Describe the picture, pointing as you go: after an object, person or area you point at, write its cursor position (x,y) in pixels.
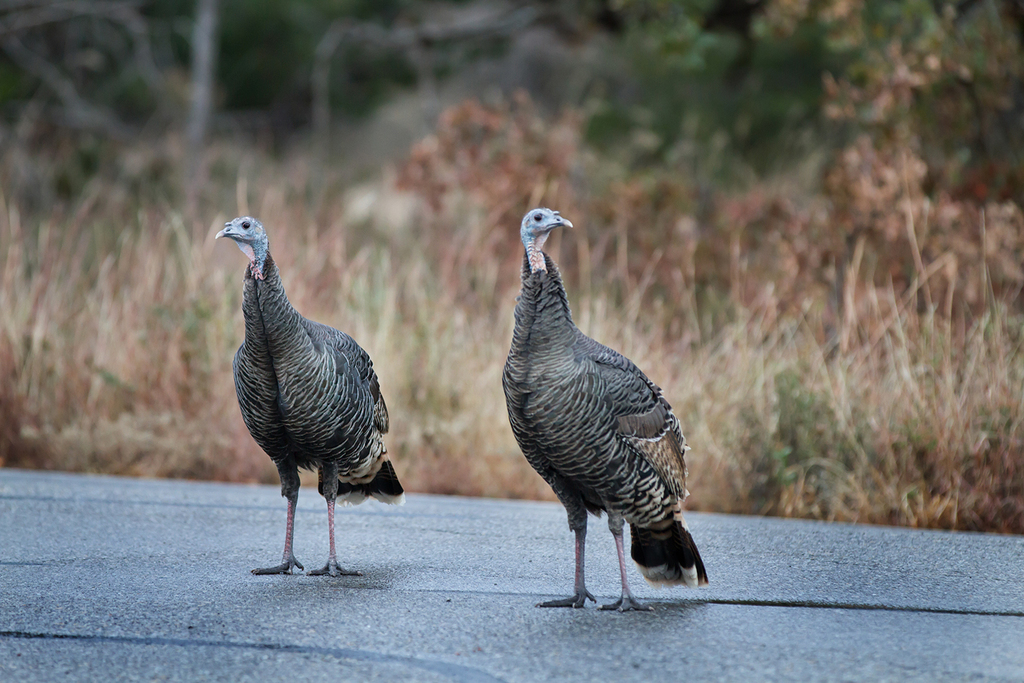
In the center of the image (579,407), there are birds (548,372) and in the background (699,106), there are trees (828,140).
